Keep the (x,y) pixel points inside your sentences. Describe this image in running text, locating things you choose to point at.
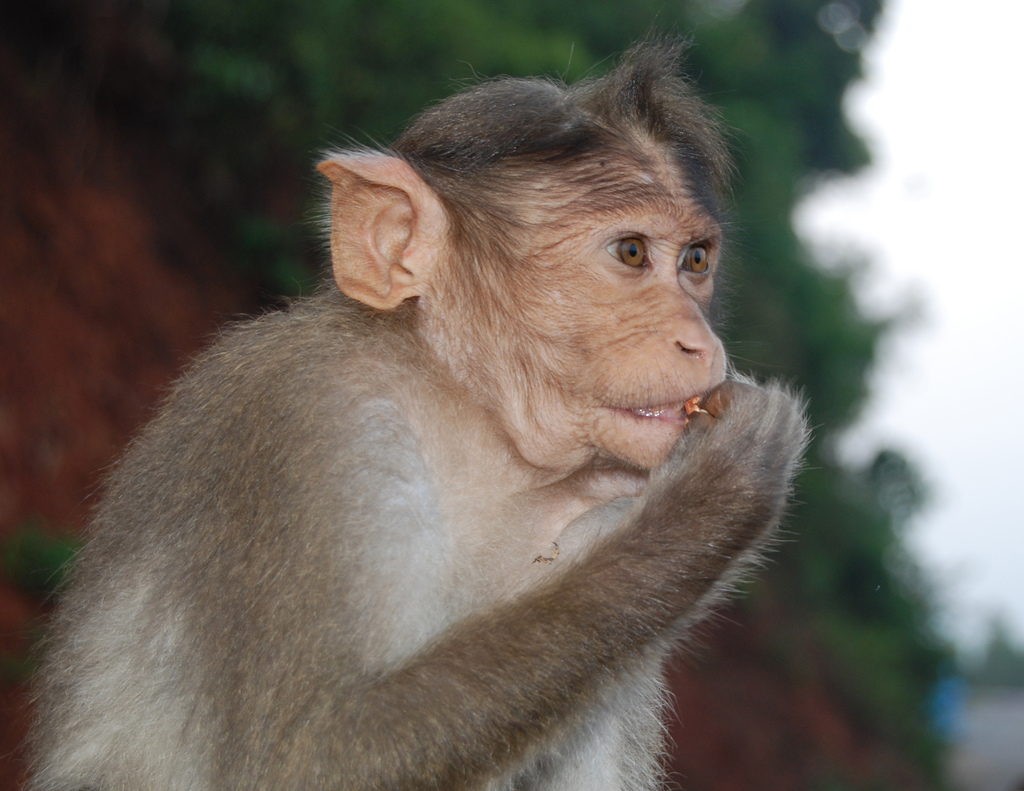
A monkey (680,454) is eating something. The background (46,454) is blurred.
